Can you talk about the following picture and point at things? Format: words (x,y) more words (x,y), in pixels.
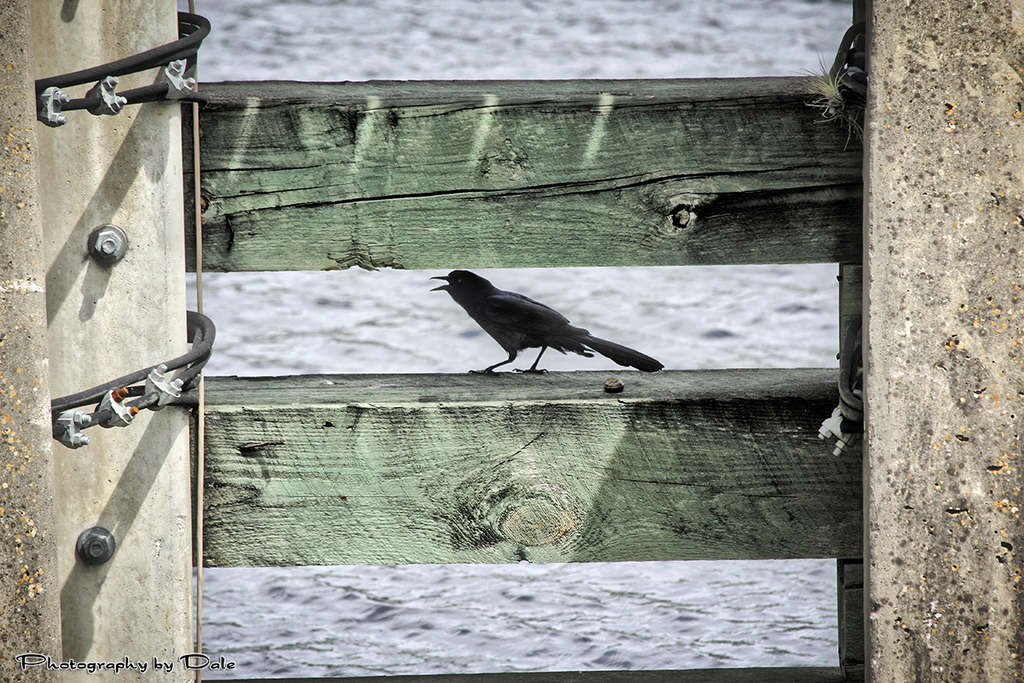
In this picture I can see 2 wooden planks (395,197) in front (372,260) and I see a bird (450,291) on a wooden plank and I see the bird (502,327) is of black color. On the left bottom of this picture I can see the watermark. On the left side of this image (197,329) I see few black color things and I see nuts (75,414) and bolts (71,427).
